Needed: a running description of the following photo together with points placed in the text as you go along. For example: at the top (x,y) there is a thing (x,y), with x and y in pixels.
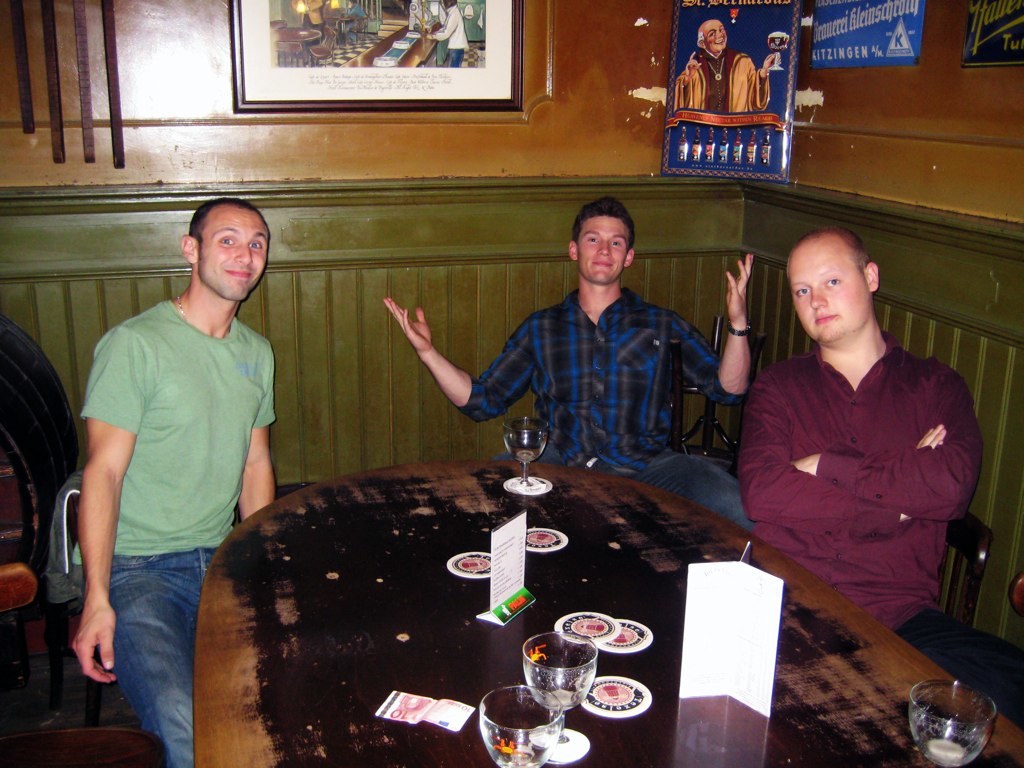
In this image, there are three men (633,440) sitting on the chairs (709,451). I can see a table (388,538) with the wine glasses (545,664), cards (516,598) and few other things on it. In the background (355,94), I can see the photo frames (509,84), which are attached to the wooden wall (299,139). On the left side of the image (37,480), I can see an object (23,522).
